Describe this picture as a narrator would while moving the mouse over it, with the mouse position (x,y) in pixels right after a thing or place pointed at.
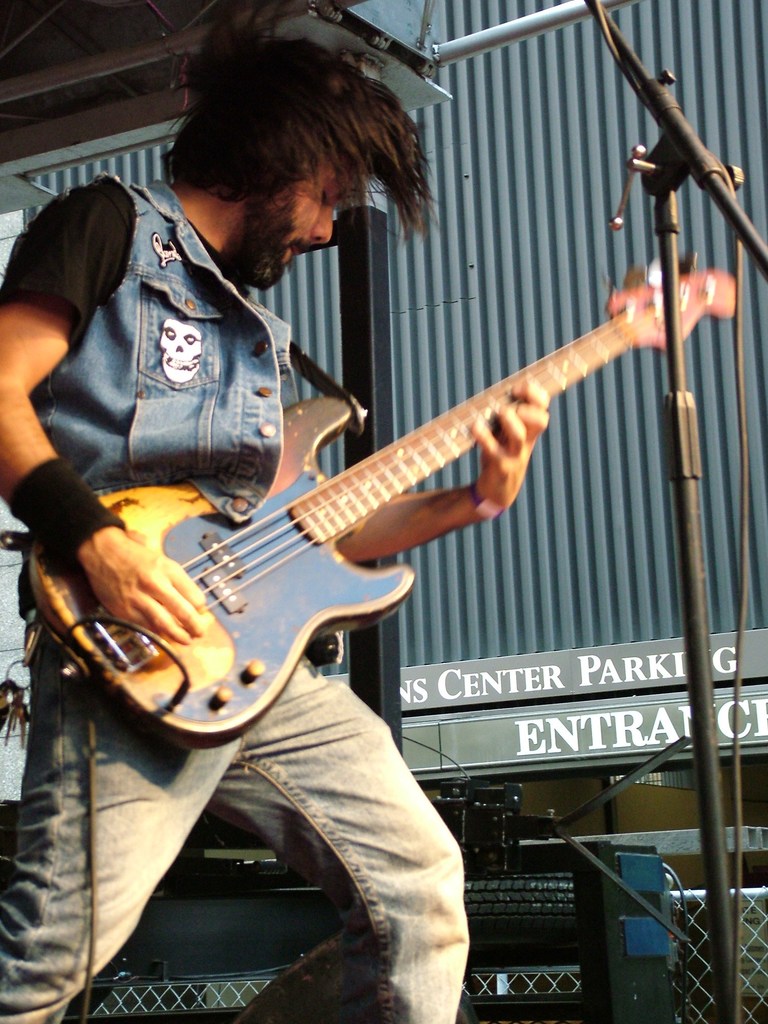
In this image I can see a man (183,473) wearing jean jacket (187,464) and trouser (371,832). he is wearing a hand band (64,508). He is playing guitar (329,488). This is a mike stand (687,431). I can see a name board (568,703) which is attached to the building (597,577). And I can see some electronic device (614,971) is placed at bottom of the image (597,952).
